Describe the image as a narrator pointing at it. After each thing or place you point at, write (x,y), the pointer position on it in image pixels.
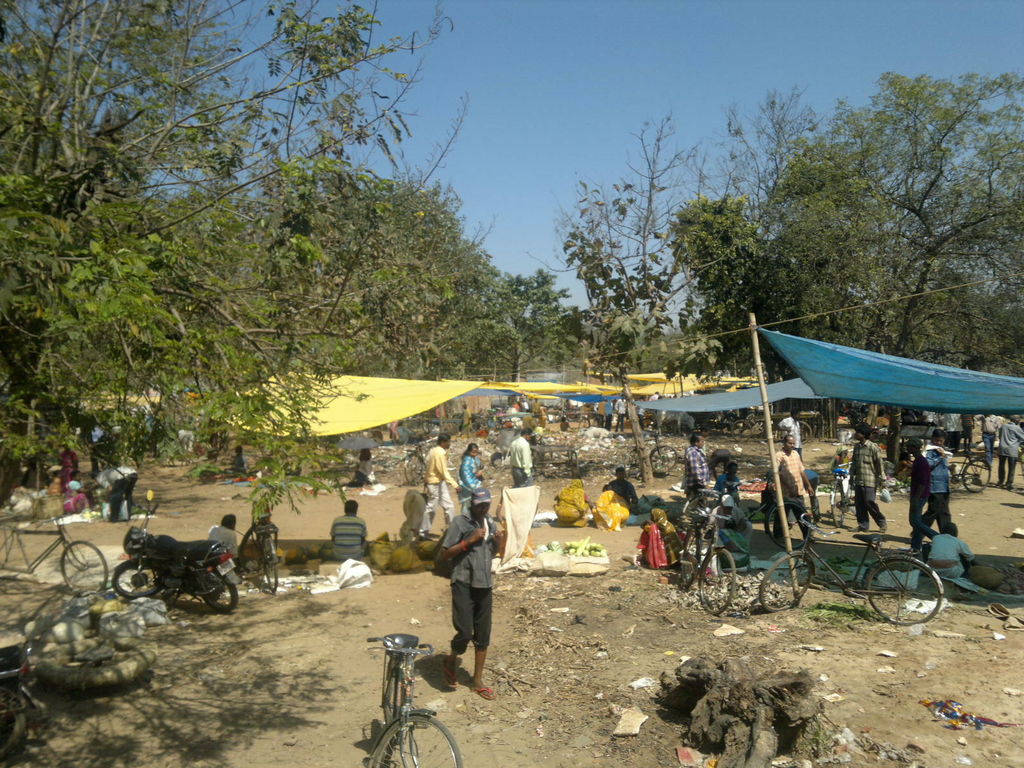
This image consists of many persons (477,535). At the bottom (412,753), there is cycle (417,749). To the left (203,575), there is a bike (207,582). In the background (319,306), there are many trees (413,219). In the middle (452,387), there are tents (907,395). At the bottom (242,695), there is ground (222,712).
